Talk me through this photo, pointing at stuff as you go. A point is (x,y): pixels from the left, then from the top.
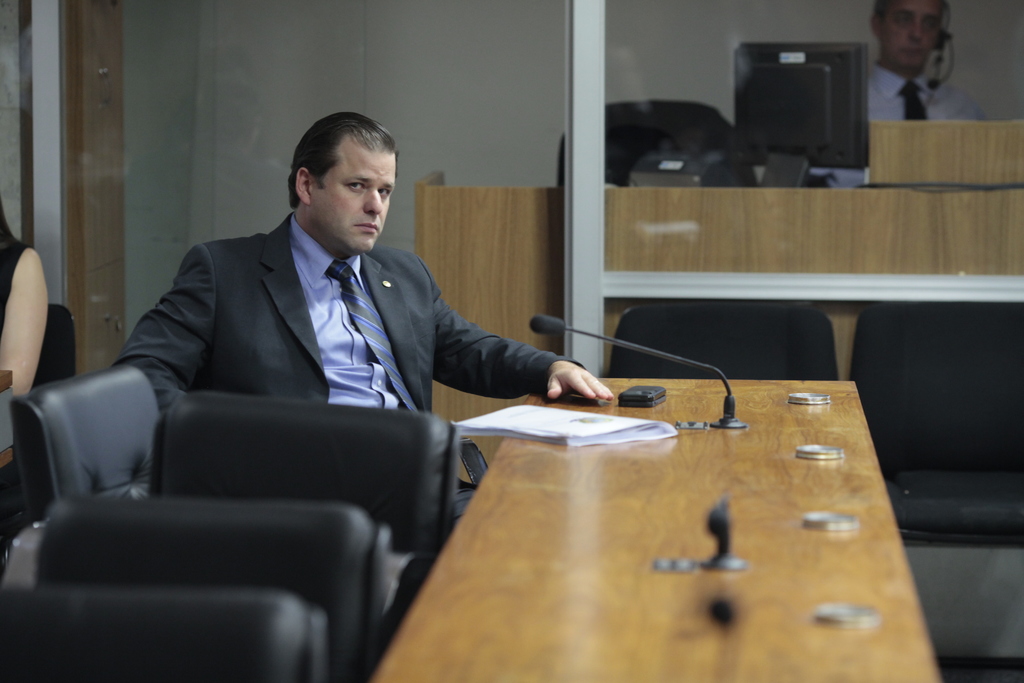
This is the picture where we have a person (317,319) sitting on the chair (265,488) in front of the table (553,480) on which there is a mic (722,425) a note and behind him there is a cabin (655,133) in which there is a person (872,120) sitting on the chair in front of the table (887,157) on which there is a system (774,92).
